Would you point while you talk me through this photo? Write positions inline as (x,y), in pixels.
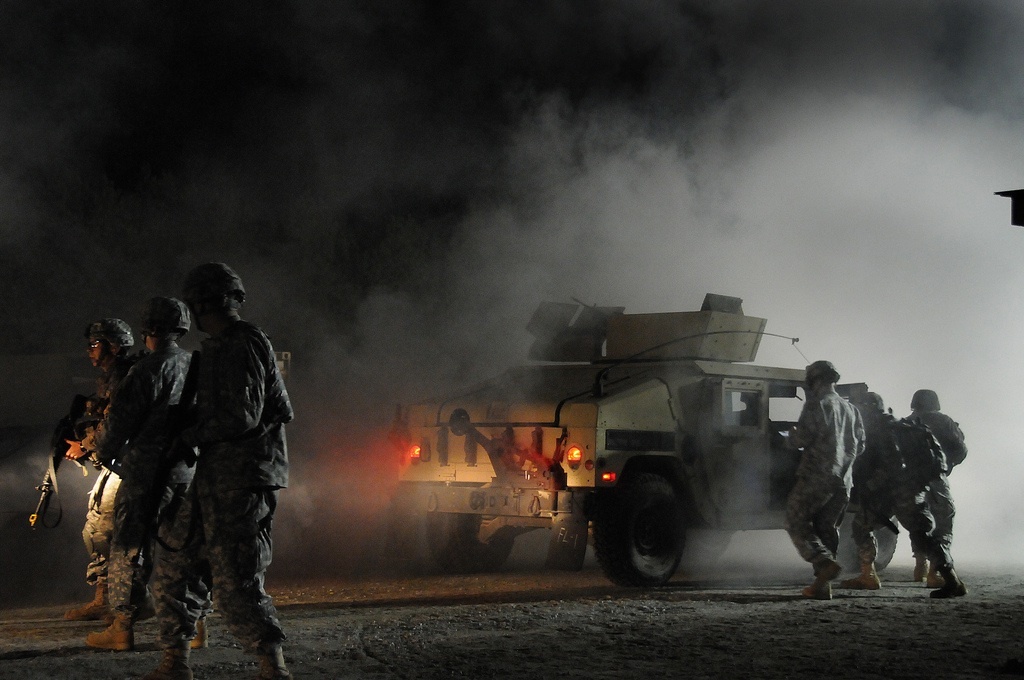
This picture describes about group of people (127,386), few people (256,327) wore helmets (168,311), in the background (255,297) we can see a vehicle (512,441) and smoke (810,210).
